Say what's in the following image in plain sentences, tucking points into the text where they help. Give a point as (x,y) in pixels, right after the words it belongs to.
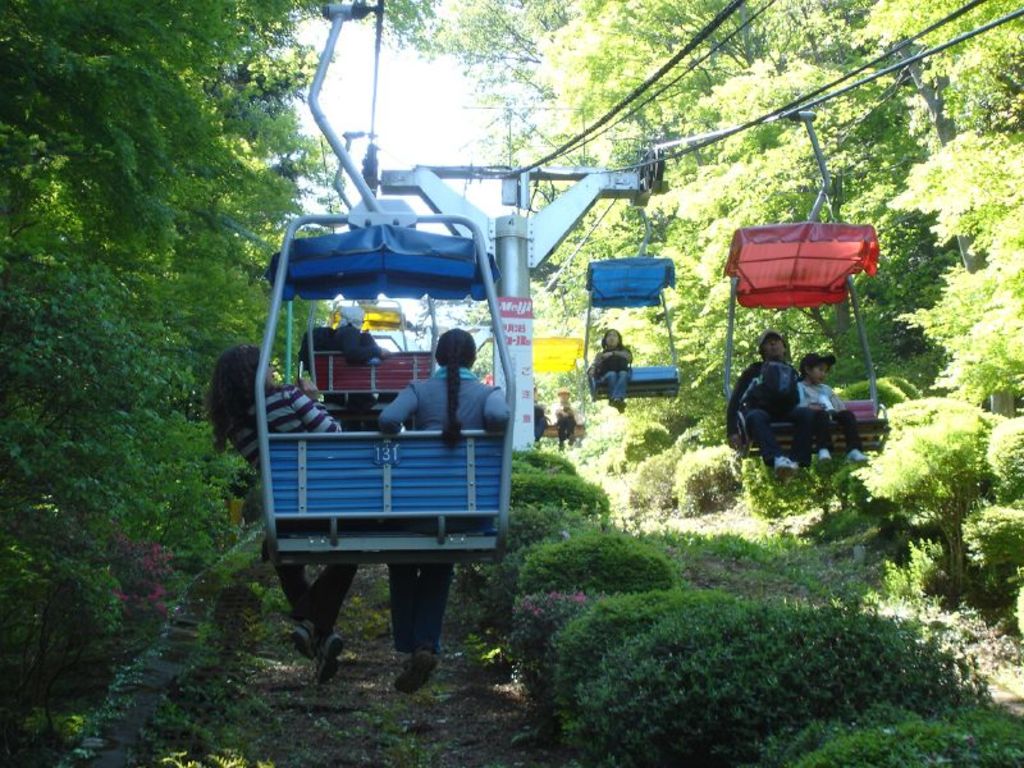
In this image we can see few people (608,363) sitting on the rope way (477,298), also we can see a pole (511,250), ropes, wires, there are some plants (647,572), trees (726,151), we can also see the sky (470,114).
